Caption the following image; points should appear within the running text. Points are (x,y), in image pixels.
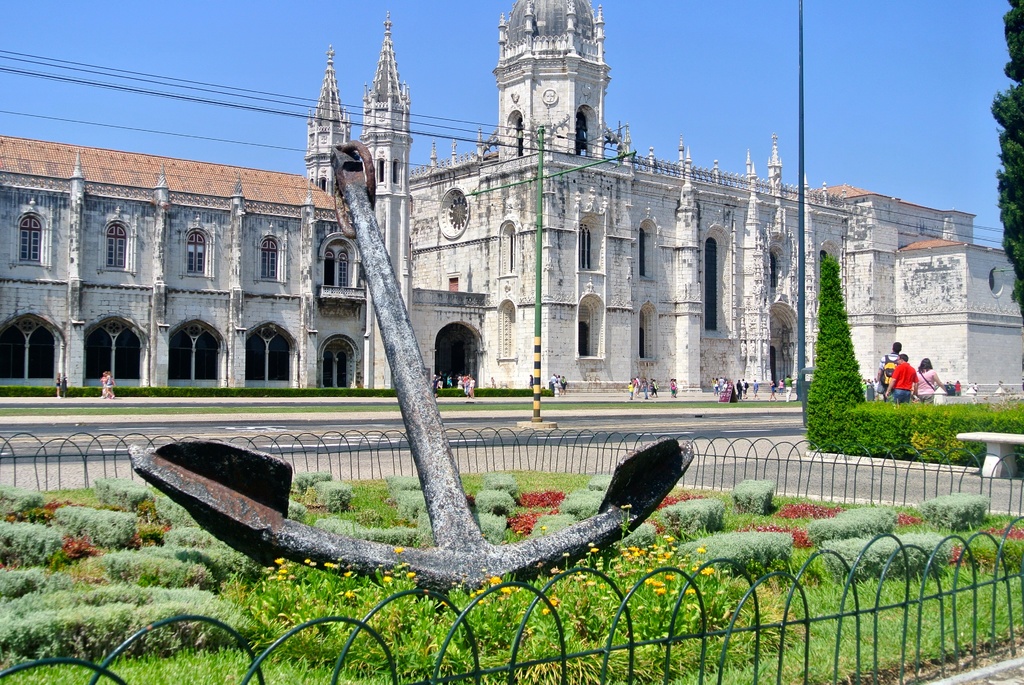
In this image, we can see the ground (171,437). We can see some grass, plants (143,576) and a metallic object (623,490). There are a few people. We can also see a bench (998,461) on the right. There are a few trees (842,412). We can also see a building (515,119). We can see some poles (540,210) with wires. We can see the sky (725,60). We can see the fence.
